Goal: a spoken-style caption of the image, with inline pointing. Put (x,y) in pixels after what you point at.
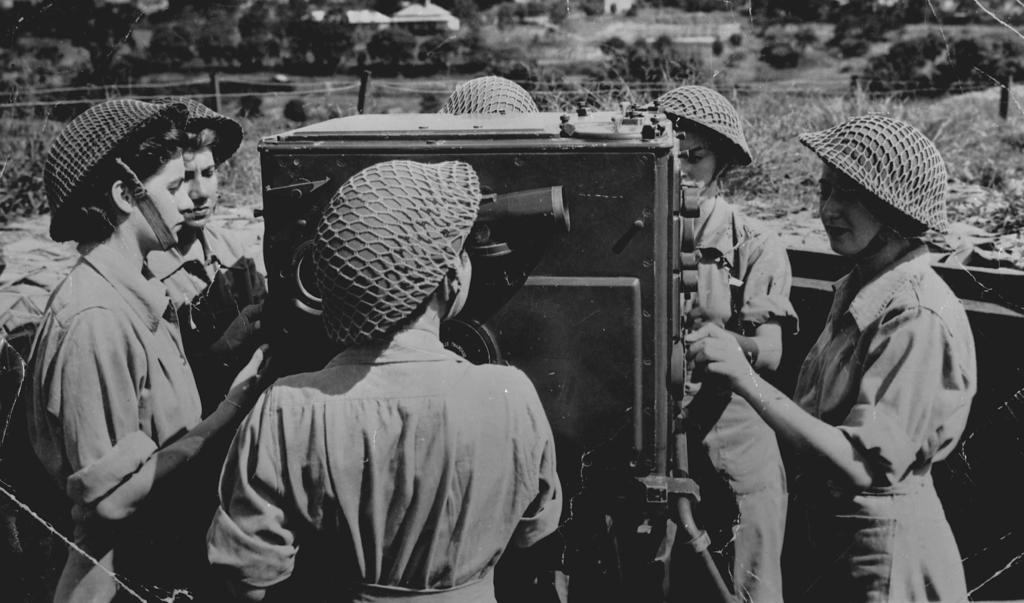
In this picture we can see some people (105,289) are standing in the front (803,338), they wore helmets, we can see an electronic machine (543,224) in the middle (569,264), in the background (889,78) there are some plants (610,78) and trees (415,39), it is a black and white image.
